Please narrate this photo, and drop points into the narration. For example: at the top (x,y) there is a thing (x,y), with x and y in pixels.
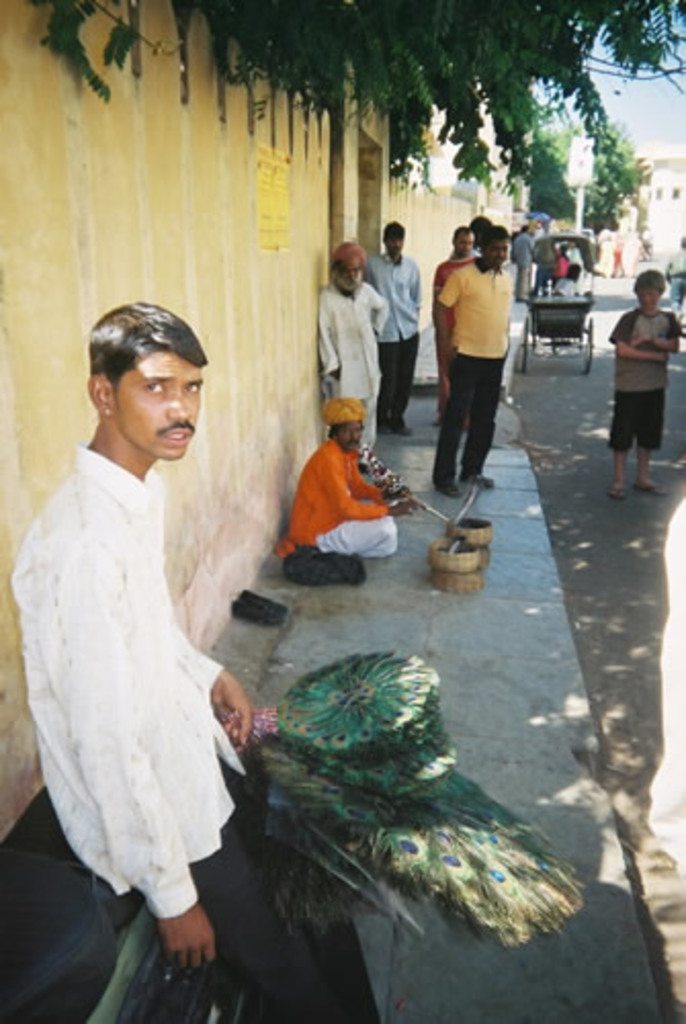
As we can see in the image there is a wall (330,145), trees (558,110), vehicle (556,327), basket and few people (298,541) here and there.
